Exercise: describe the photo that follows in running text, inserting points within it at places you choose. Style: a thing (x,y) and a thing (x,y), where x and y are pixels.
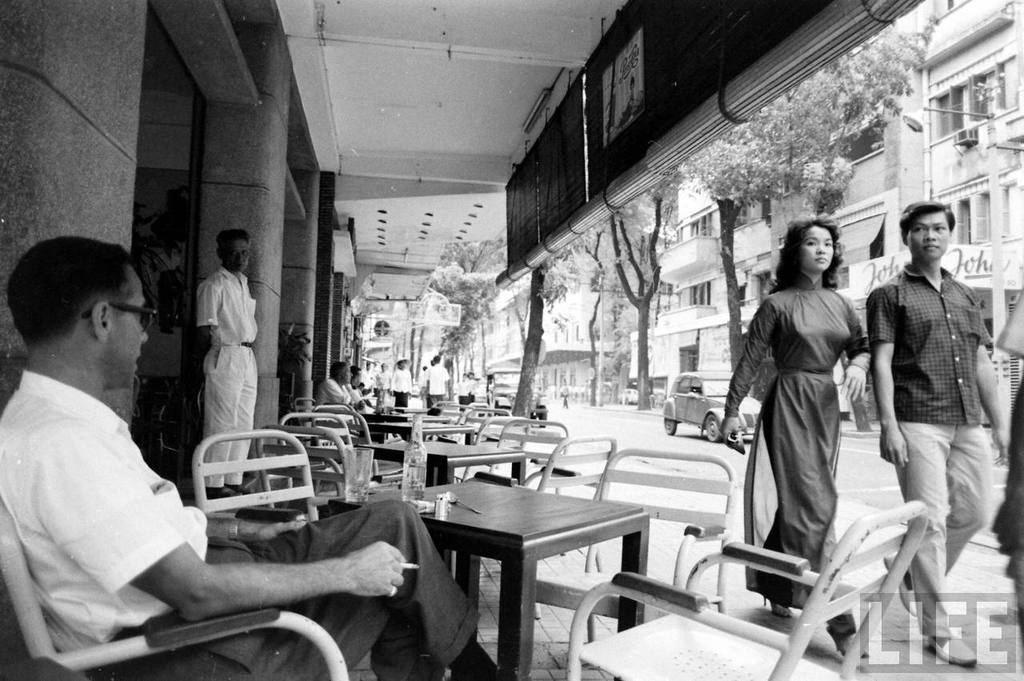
This picture is clicked in the city. Here, we see man (928,317) and woman (798,454) are walking on the road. Behind them, we see a car (677,421) moving on the road (692,443) and beside that, we see a building (969,165) which is white in color and we even see trees (807,125). In the middle of the picture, we see many chairs (560,476) and table (460,498). On the top of the picture (307,117), we see the roof (488,185) of the building (458,117) and this is a black and white photo.
